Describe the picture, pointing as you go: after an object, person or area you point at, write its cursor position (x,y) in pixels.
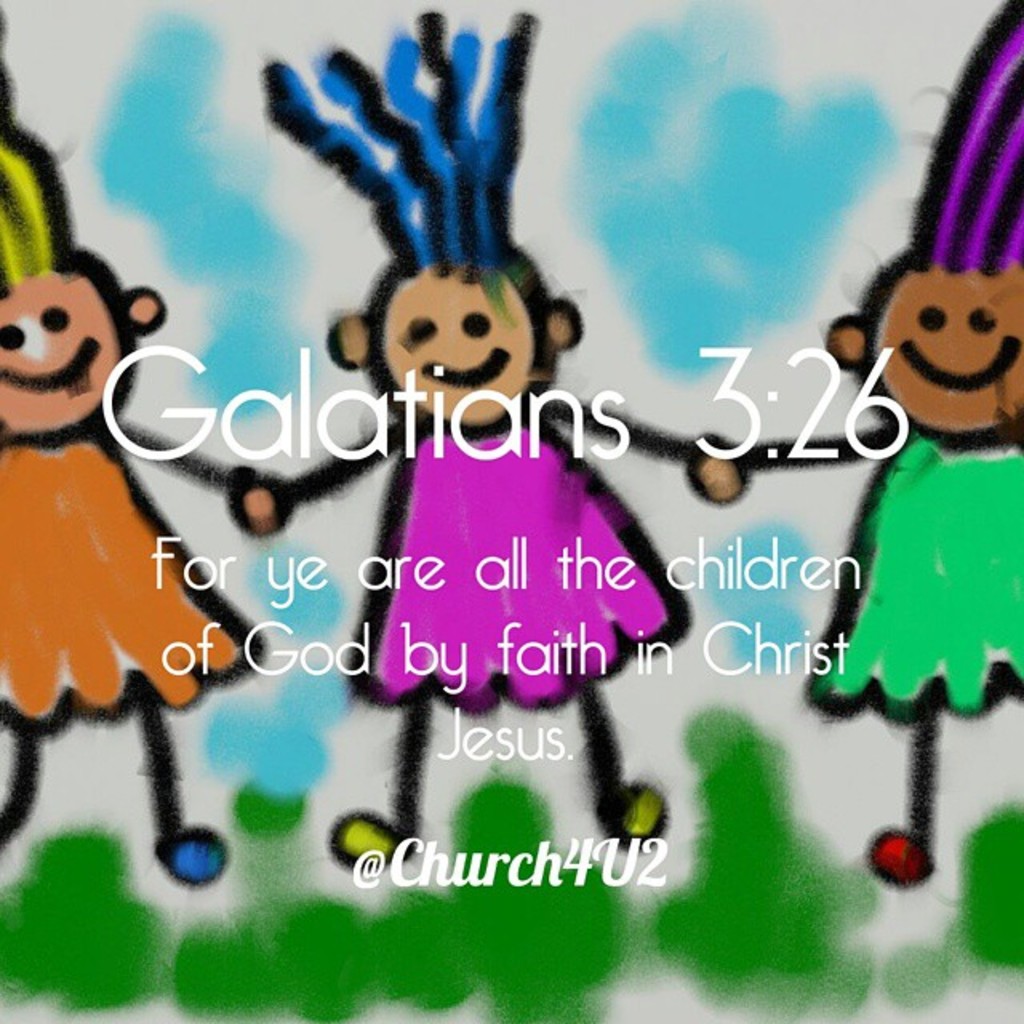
In this picture we can see cartoon images (456,518) and some text (622,573) on it.
